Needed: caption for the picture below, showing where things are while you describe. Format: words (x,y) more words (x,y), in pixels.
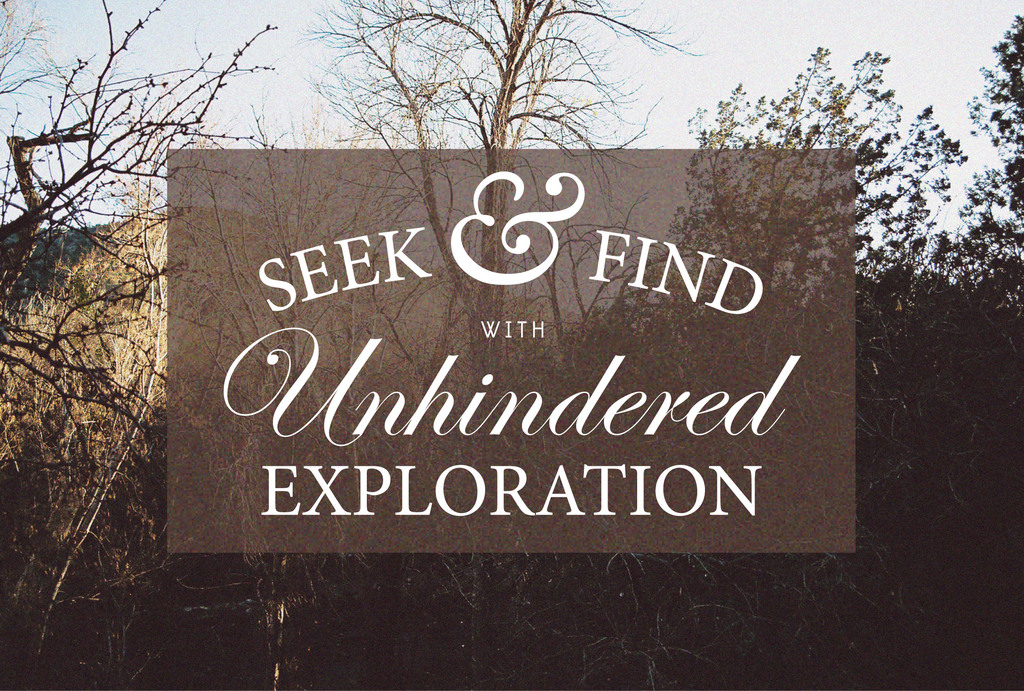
In this picture I can observe some text (292,492) on the brown color background. In the background (96,495) I can observe some trees (44,427) and sky (284,86).
